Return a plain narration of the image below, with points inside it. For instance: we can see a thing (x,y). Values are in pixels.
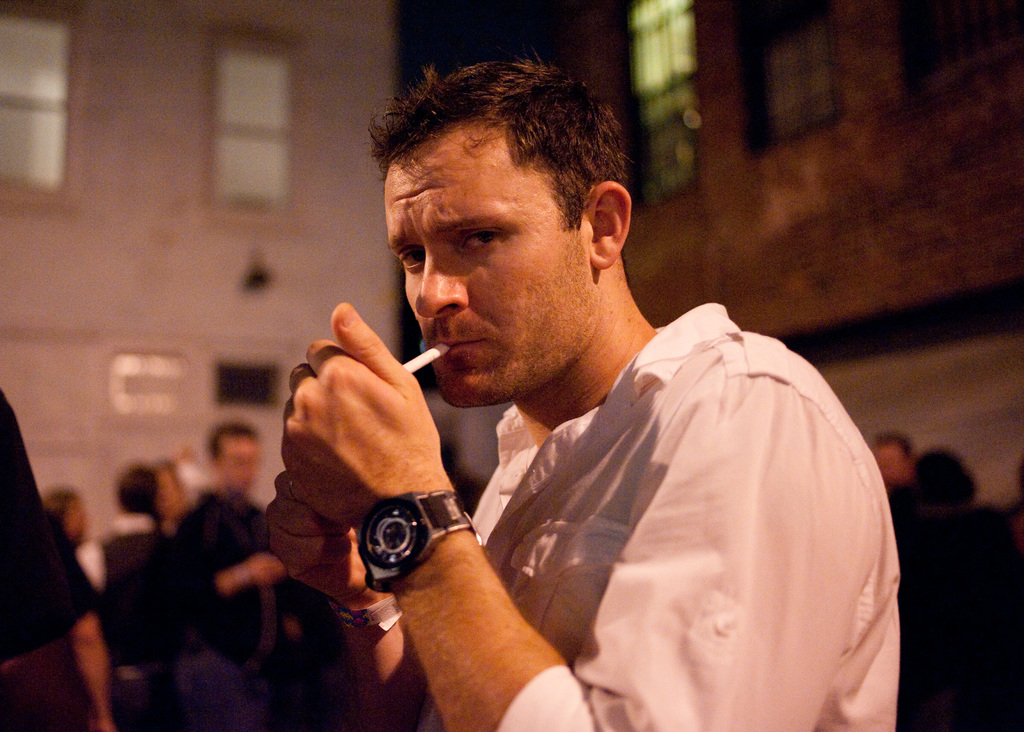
In this picture I can see a man (519,401) with a cigarette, there are group of people (141,509) standing, and in the background (56,468) there are walls (789,165) with windows (54,178).
